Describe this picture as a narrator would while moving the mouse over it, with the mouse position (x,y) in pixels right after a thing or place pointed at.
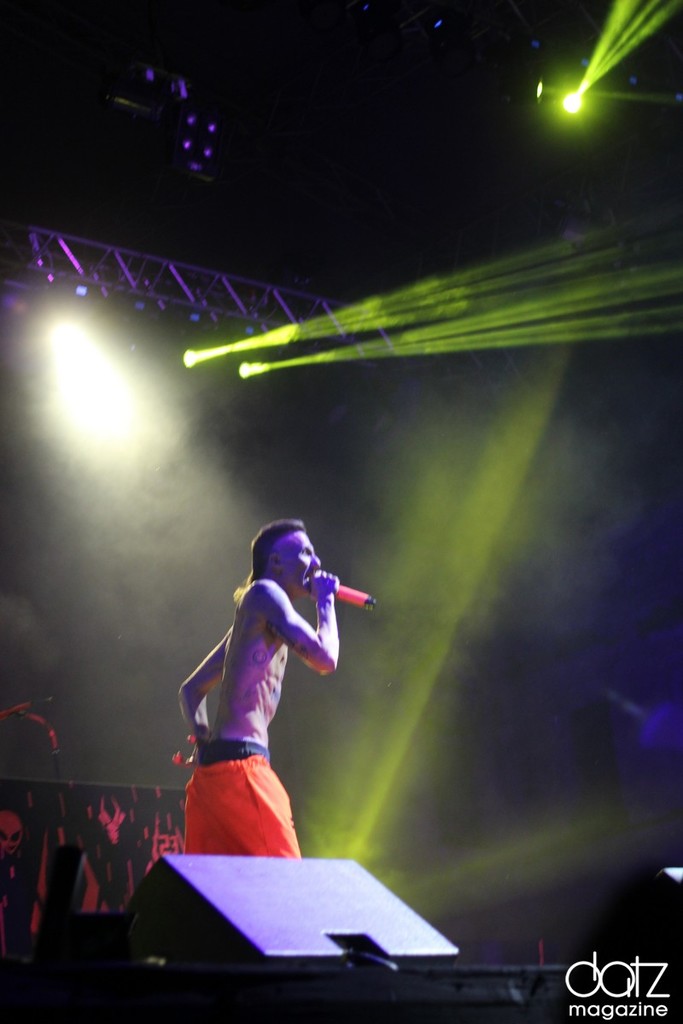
In this image I can see a person (241,643) standing on the stage (97,942), holding a mike (344,596) in the hand (322,588) and singing. In the background (145,421) there are few lights (137,415) in the dark. At the top of the image (139,281) there is a metal stand (282,303).
